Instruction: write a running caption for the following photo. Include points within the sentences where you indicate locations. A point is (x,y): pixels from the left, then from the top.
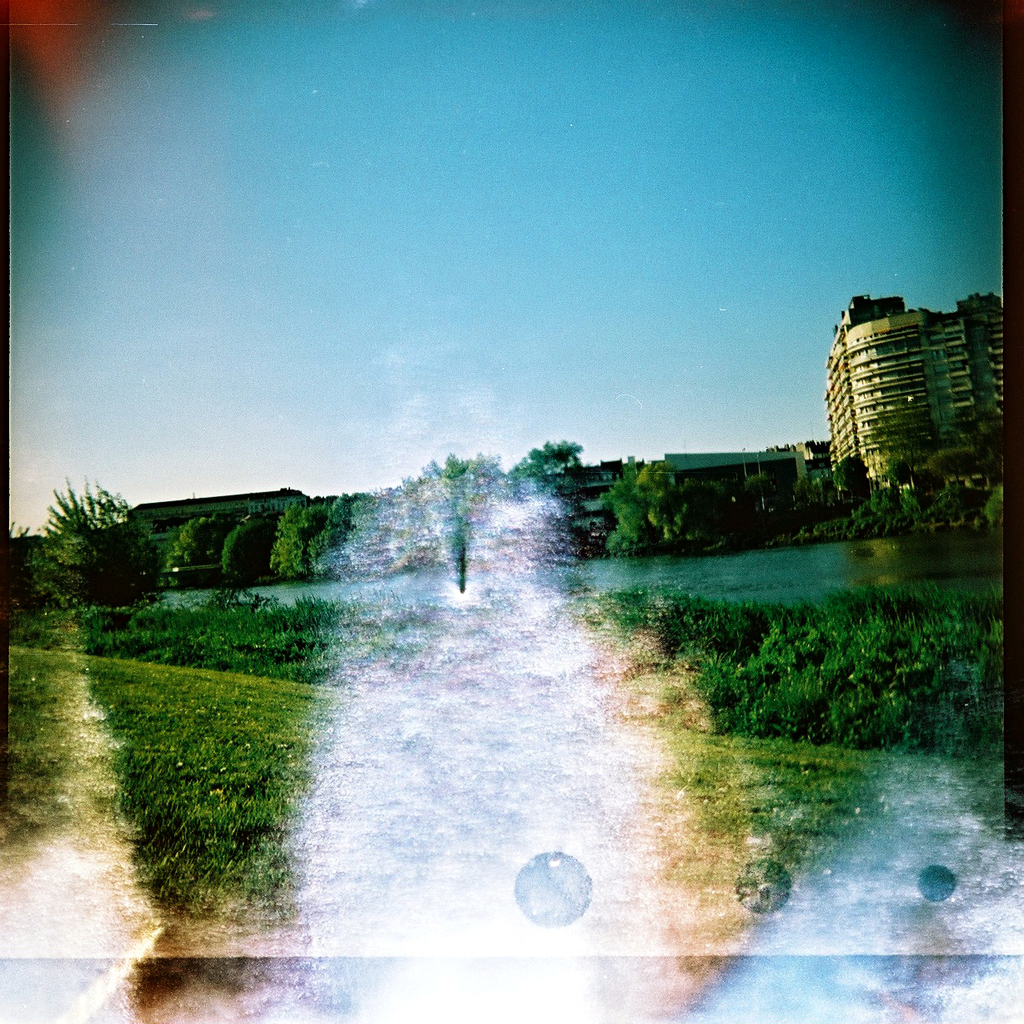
In the picture we can see a photograph of a grass surface (121,804) with some plants (622,594) and behind it, we can see water (810,559) and far away from it, we can see some trees (844,497) and beside it, we can see a tower building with many floors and behind it we can see a sky (512,435).
